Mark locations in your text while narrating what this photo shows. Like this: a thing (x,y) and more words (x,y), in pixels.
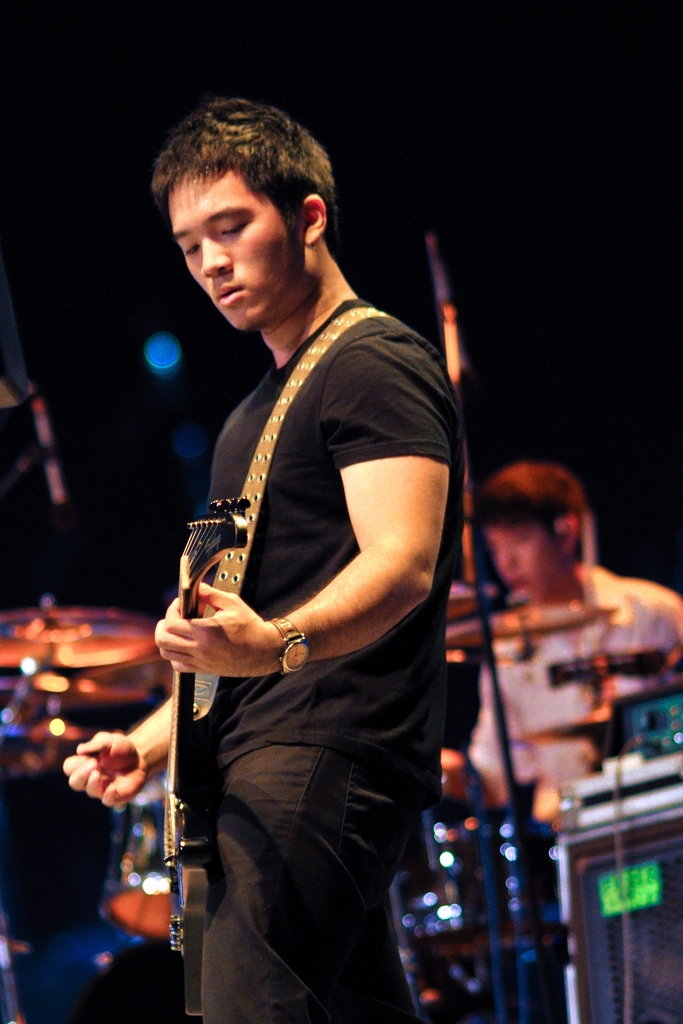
In this image there are two persons (454,478) one person (344,420) is holding a guitar (186,747) and playing the other person (531,676) is sitting and playing the drums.
